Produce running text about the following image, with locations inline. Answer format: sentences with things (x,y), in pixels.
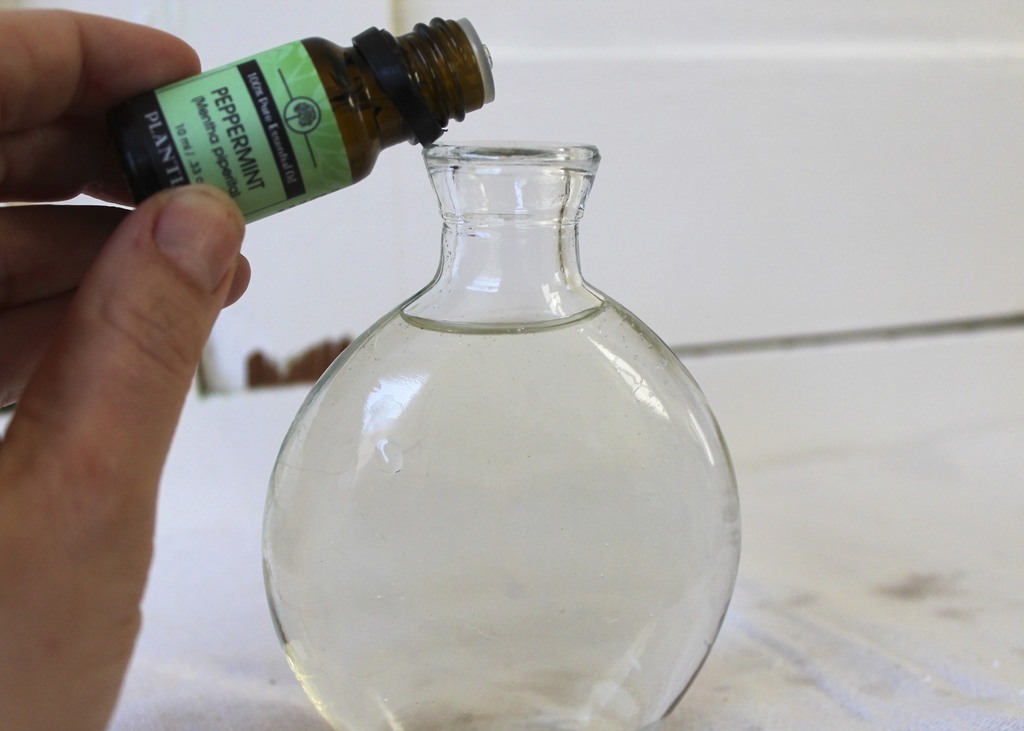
In this picture we can see a person's hand (139,443) and there is a chemical bottle (244,93) in his hand (215,248). This is round bottom flask (431,646) with water (443,556) in it.
